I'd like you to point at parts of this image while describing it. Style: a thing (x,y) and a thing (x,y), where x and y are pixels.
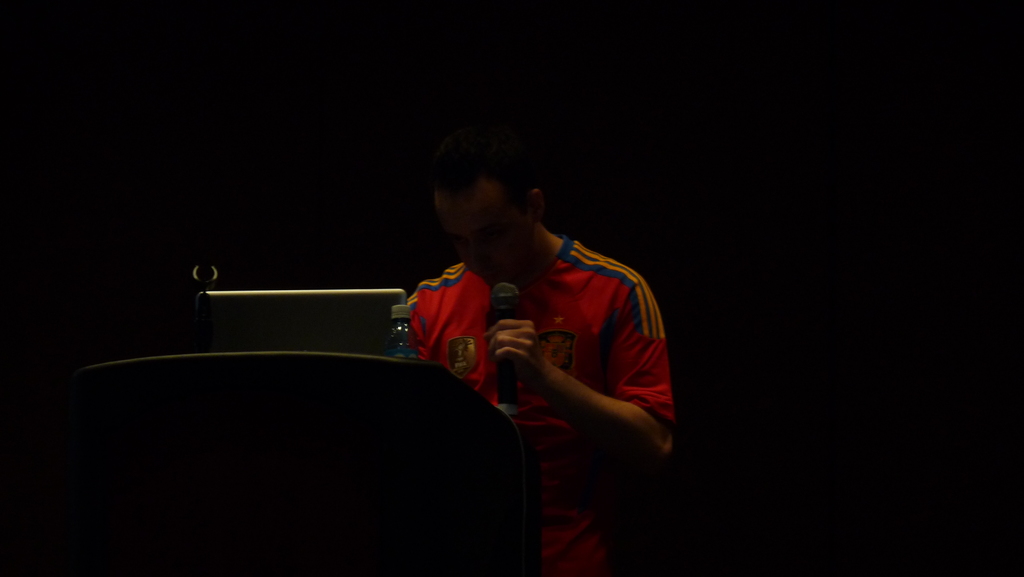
This image consists of a man (563,436) wearing a red T-shirt (573,307) is talking in a mic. In front of him, there is a podium (473,524) and we can see a mic stand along with a bottle (408,344). The background (1021,173) is too dark.
